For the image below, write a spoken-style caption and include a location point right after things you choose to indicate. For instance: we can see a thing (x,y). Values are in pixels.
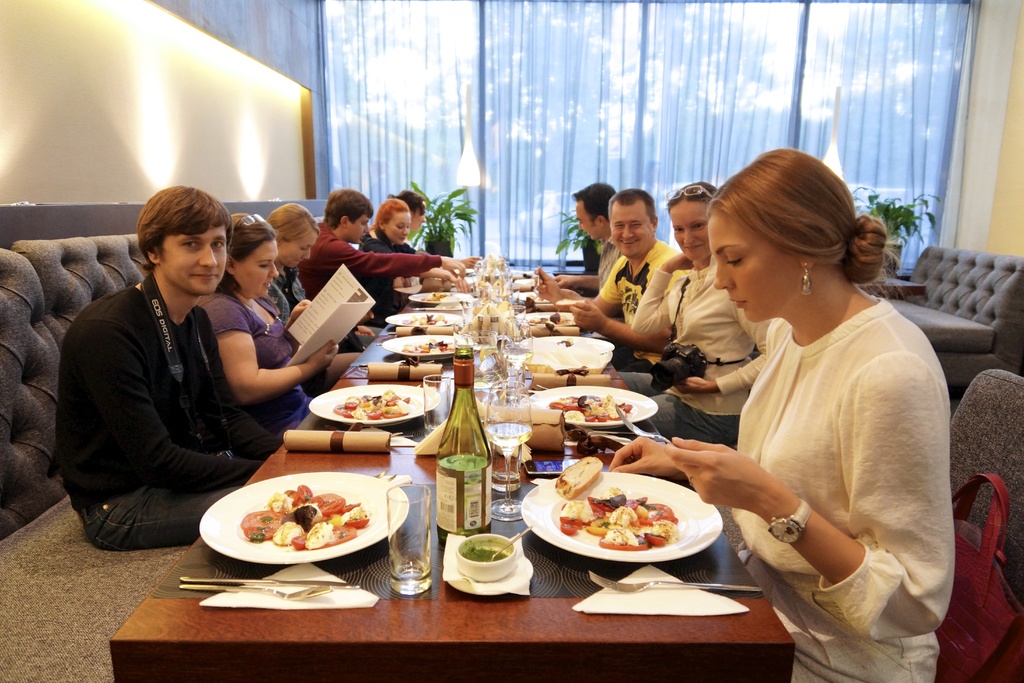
In this image I see people (916,669) who are sitting on chairs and sofa (3,682) and there is a table (669,671) in front of them on which there are glasses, a bottle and food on the plates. I can also see this woman (242,222) is holding a book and this woman (825,532) is holding a spoon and I see that this woman (688,245) is holding a camera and this man (626,227) is smiling and in the background (550,209) I see the lights (159,185) and the window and few plants (882,215) over here.
